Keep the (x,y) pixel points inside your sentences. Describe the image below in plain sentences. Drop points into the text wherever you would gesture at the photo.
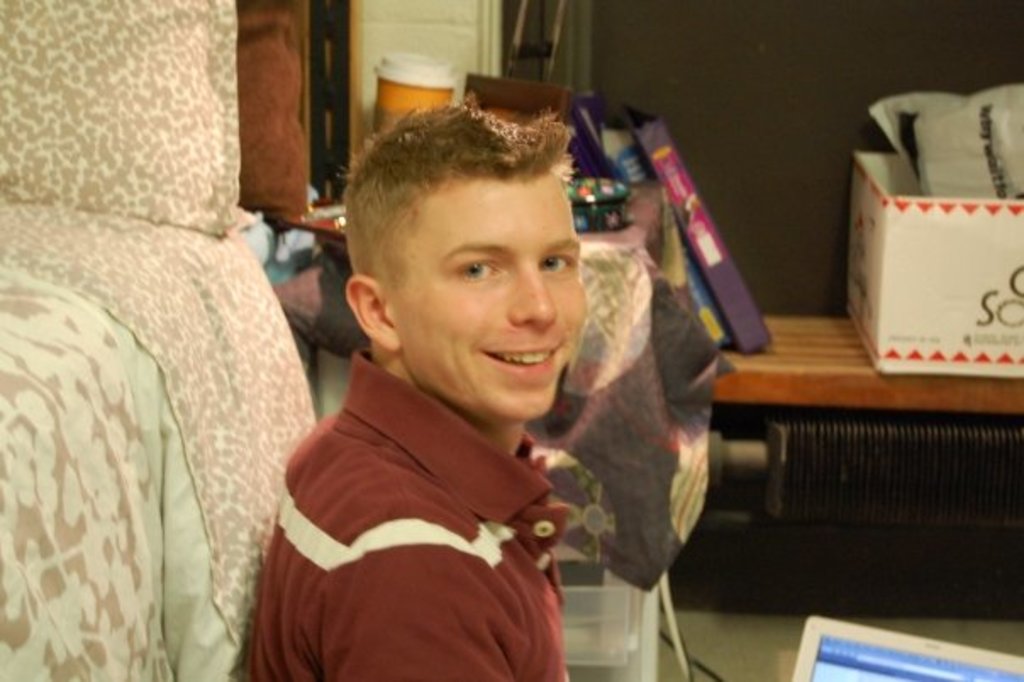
In this picture there is a man (493,473) who is wearing t-shirt (463,473). Besides him I can see the bed (20,424) and table (616,420). On the table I can see the plastic box (603,184), bottles (631,146) and other objects (608,224). On the right (1005,290) I can see some books (718,230) and carton box (942,267) on the rack (767,369). In the bottom right corner (825,681) there is a laptop (869,662). On the left (138,117) I can see the blanket (2,339) and pillows (155,146) on the bed (178,133).
